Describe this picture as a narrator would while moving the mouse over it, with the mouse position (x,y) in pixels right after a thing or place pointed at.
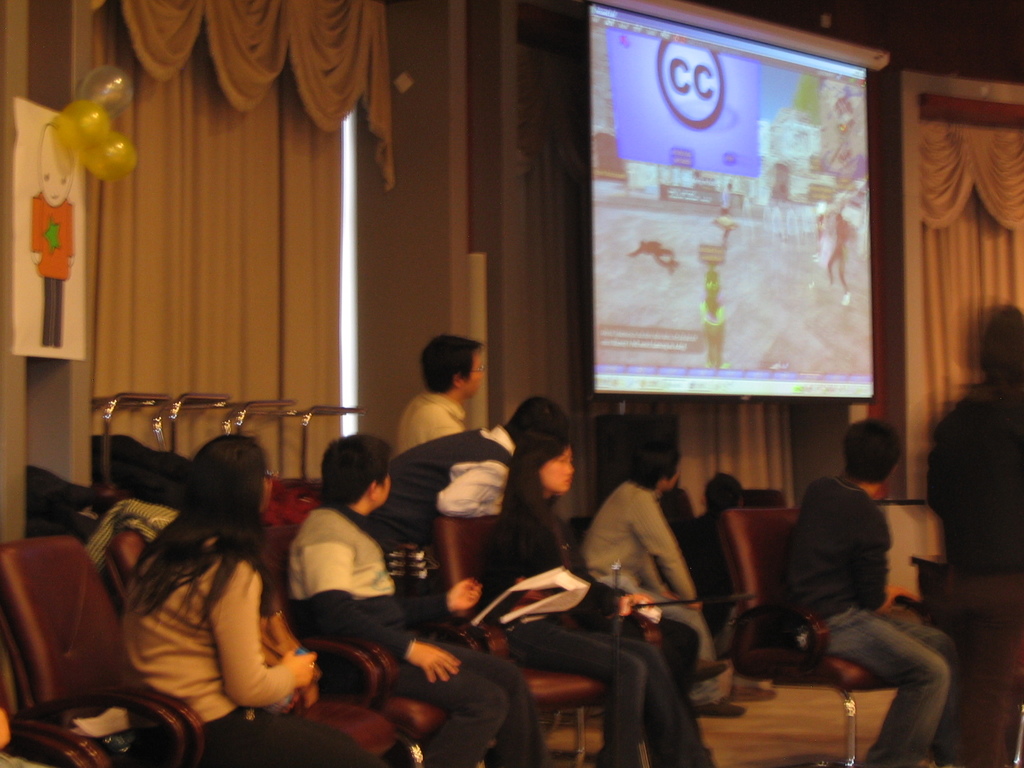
Here people (611,738) are sitting on the chair (121,630) watching the screen (757,237), here there is curtain (269,216).
